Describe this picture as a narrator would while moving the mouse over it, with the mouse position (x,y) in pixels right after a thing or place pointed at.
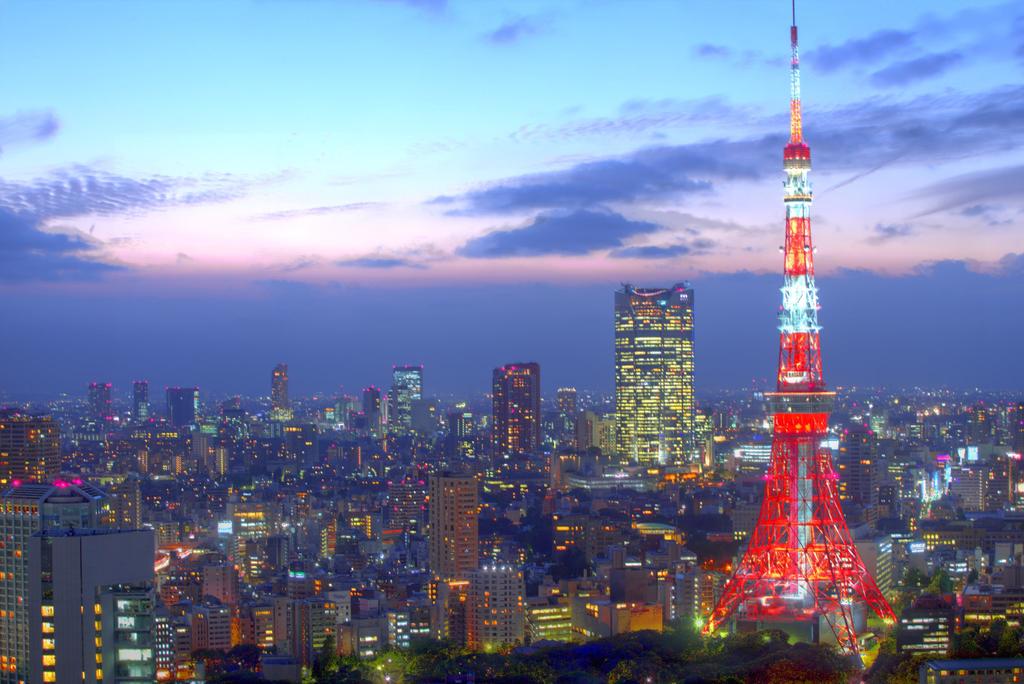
In this picture I can see the buildings (414,527) in the middle (464,438). On the right side (801,553) it looks like an Eiffel tower (844,529), at the top (468,163) there is the sky (464,226).
